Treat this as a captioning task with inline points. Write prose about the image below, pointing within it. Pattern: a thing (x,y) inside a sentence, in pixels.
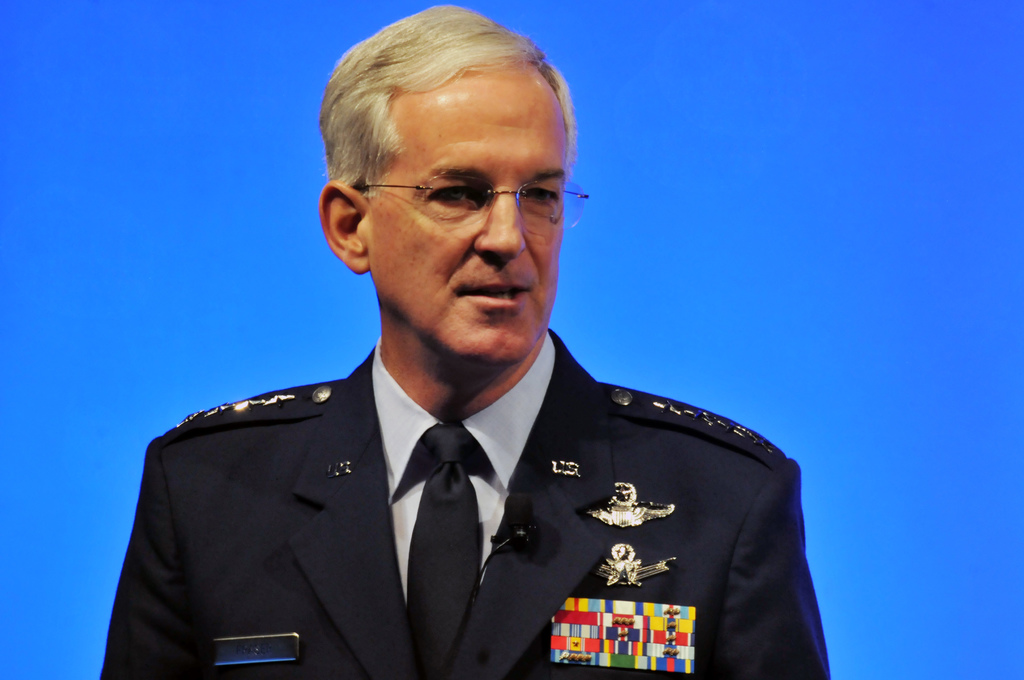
There is a man (475,491) wearing a uniform (403,526) as we can see in the middle of this image (631,429). The background (836,261) is in blue color.
